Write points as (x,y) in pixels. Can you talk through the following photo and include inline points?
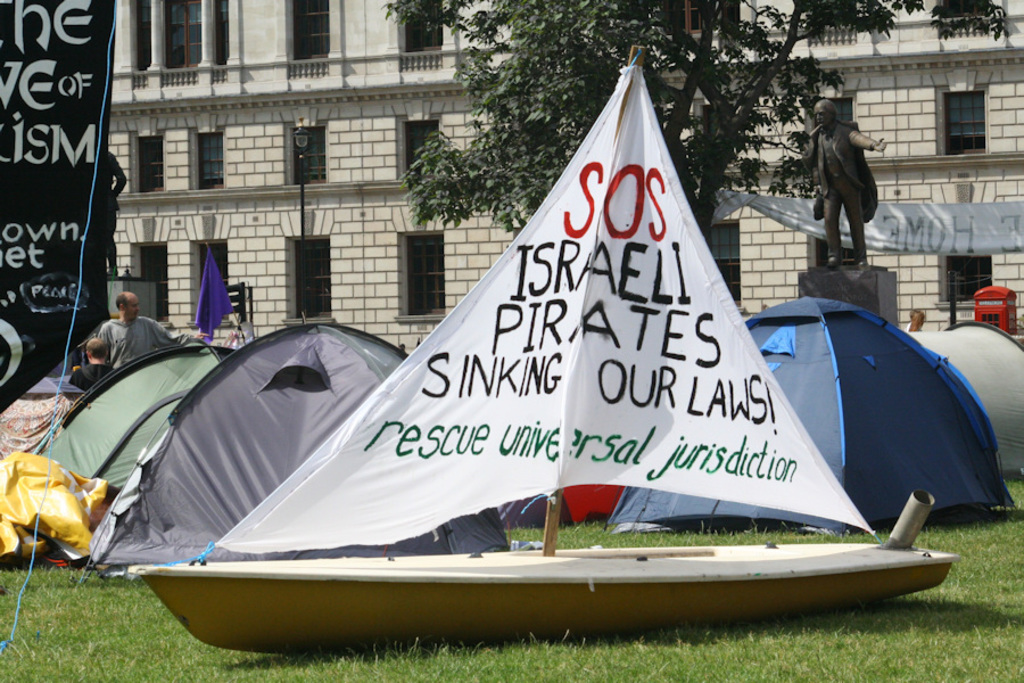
In this image I can see a boat (540,560) and there is some text (539,435) written on the cloth (731,463) of a boat (650,298). There are tents (890,462), few people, there is building (412,258), tree (609,76), grass (74,652) and there are some other objects (824,126).
